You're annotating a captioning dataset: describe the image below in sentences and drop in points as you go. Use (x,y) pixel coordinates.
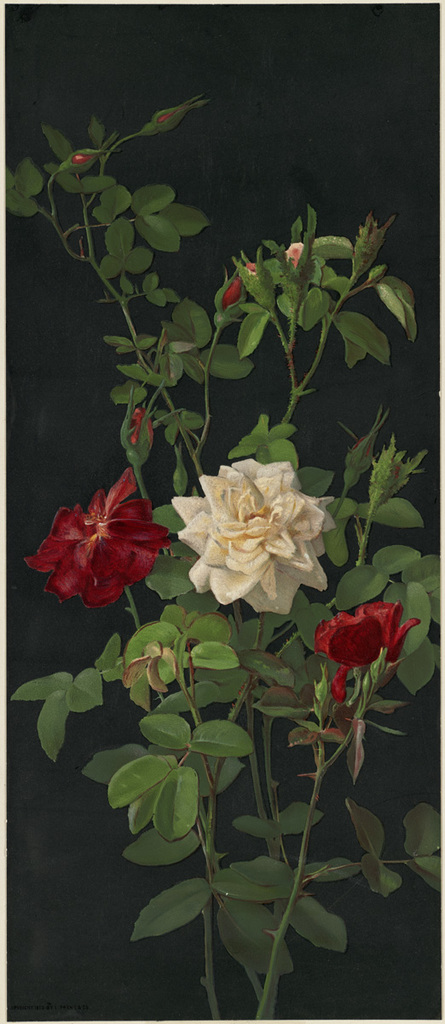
In this picture we can see a plant (182,462) and flowers (344,653) in the front (253,531), there is a dark background (340,56).
